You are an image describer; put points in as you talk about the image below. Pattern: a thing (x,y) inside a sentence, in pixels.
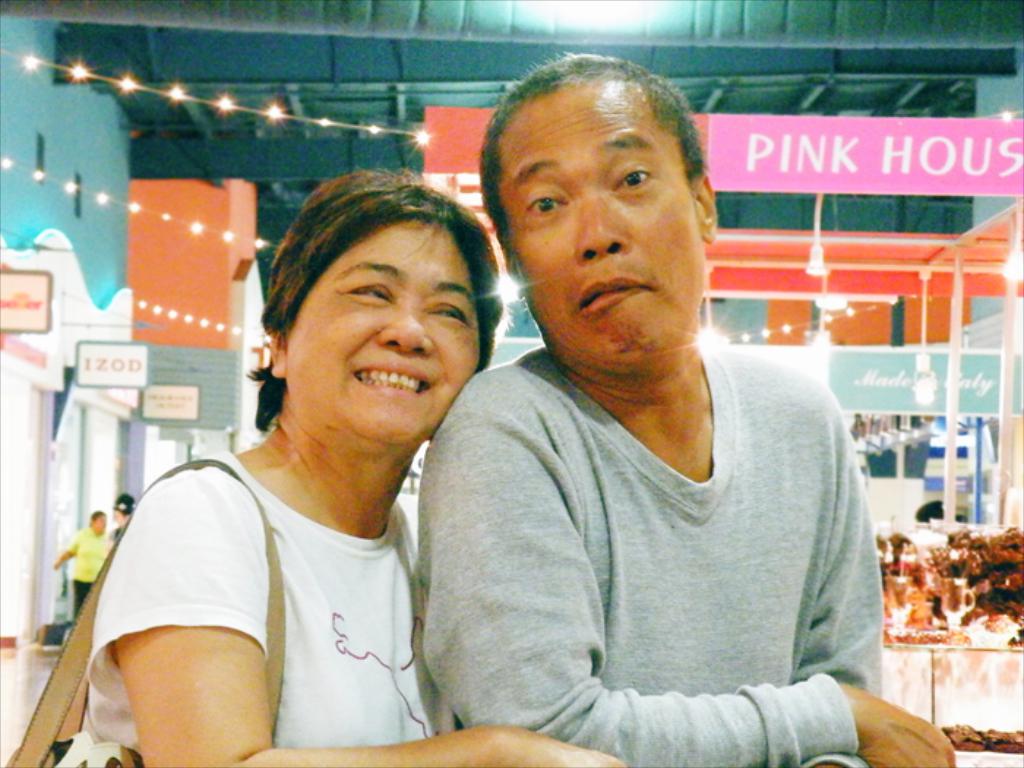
At the foreground of the image (414,515) we can see two persons (458,505) hugging each other, lady person (261,479) carrying bag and at the background of the image (77,560) there are some persons (92,543), boards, lights (144,305) and roof (695,68).
